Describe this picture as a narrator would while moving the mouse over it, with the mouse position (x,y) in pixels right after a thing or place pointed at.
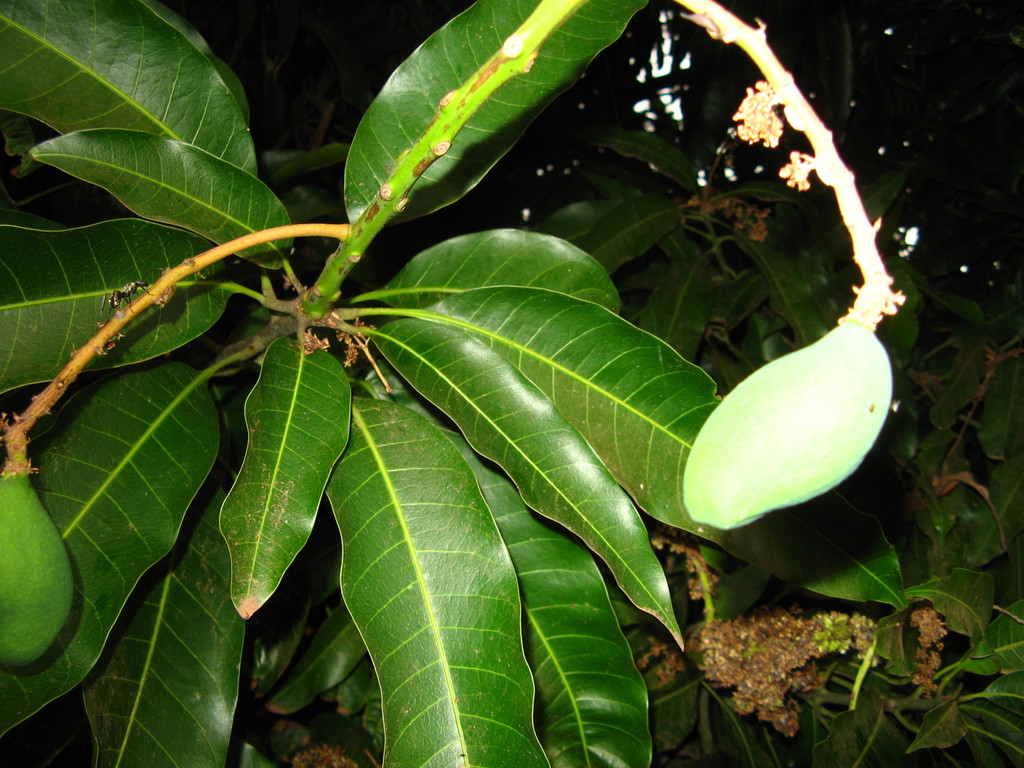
This is the zoom-in picture of mango tree (588,590) where we can see mango fruit (703,439) and leaves (229,108).
